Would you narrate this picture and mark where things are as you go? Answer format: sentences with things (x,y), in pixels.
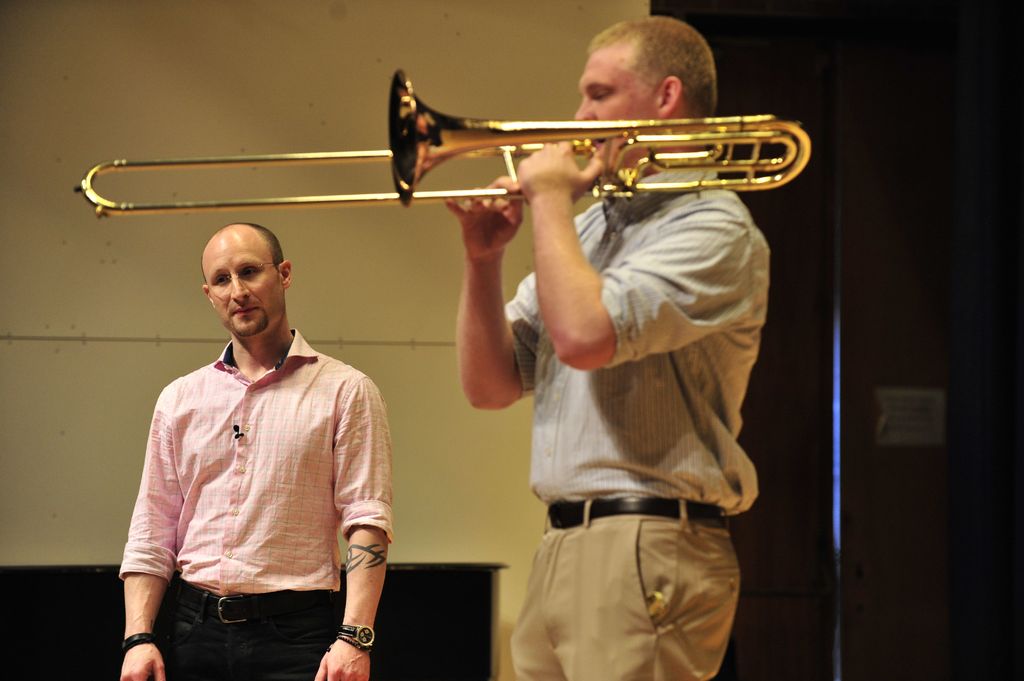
In this picture we can see there are two people (629,364) standing and a man (579,309) is holding a trombone (398,172) and behind the people (572,471) there is a wall (409,310) and an object (53,637).
